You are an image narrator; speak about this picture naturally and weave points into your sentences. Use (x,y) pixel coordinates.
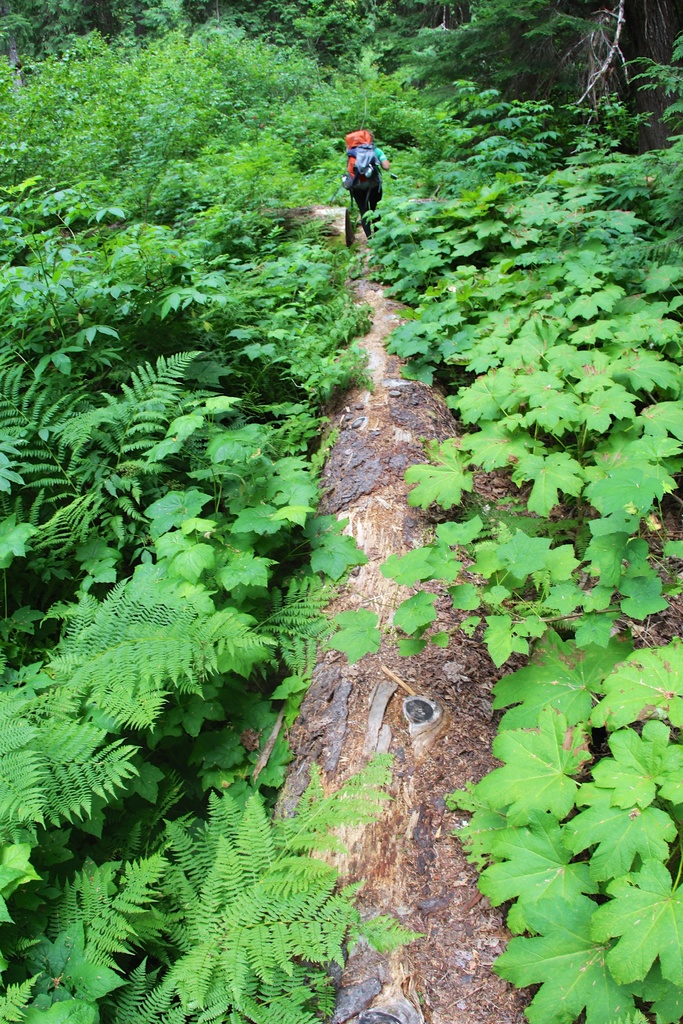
In this image there are plants (372,629), a person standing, and in the background (562,1) there are trees (566,62).
